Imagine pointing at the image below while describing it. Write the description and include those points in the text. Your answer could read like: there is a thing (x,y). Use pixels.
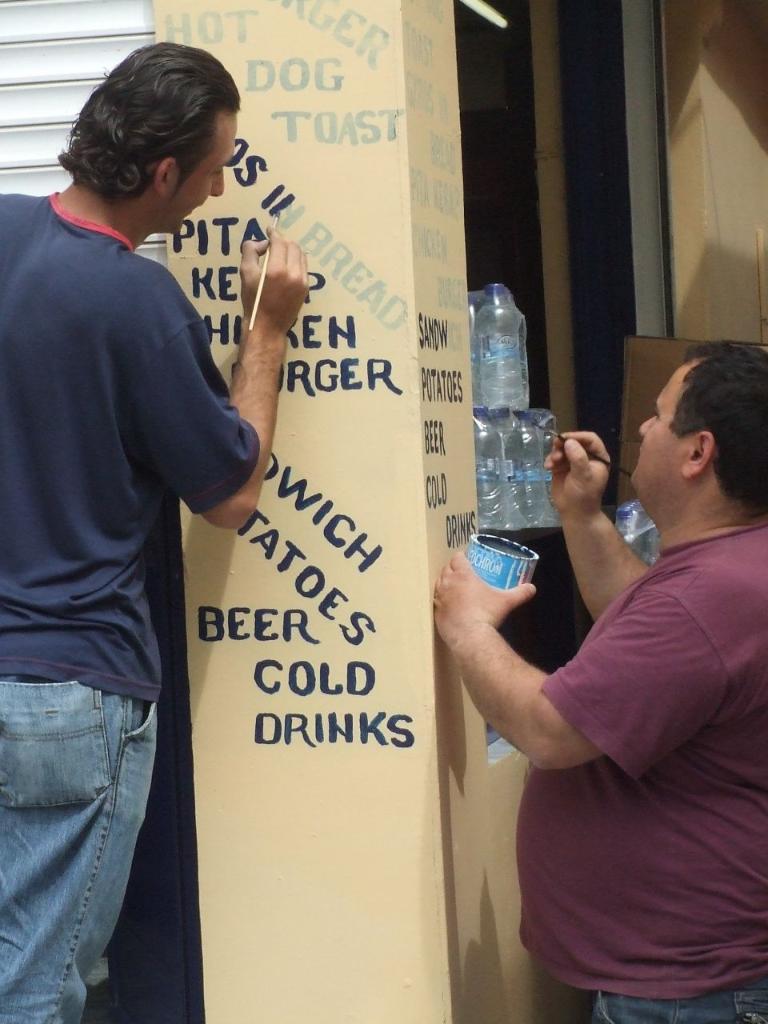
There are 2 persons (623,691) painting on the wall (436,560). Behind them there are water bottles (548,419).
